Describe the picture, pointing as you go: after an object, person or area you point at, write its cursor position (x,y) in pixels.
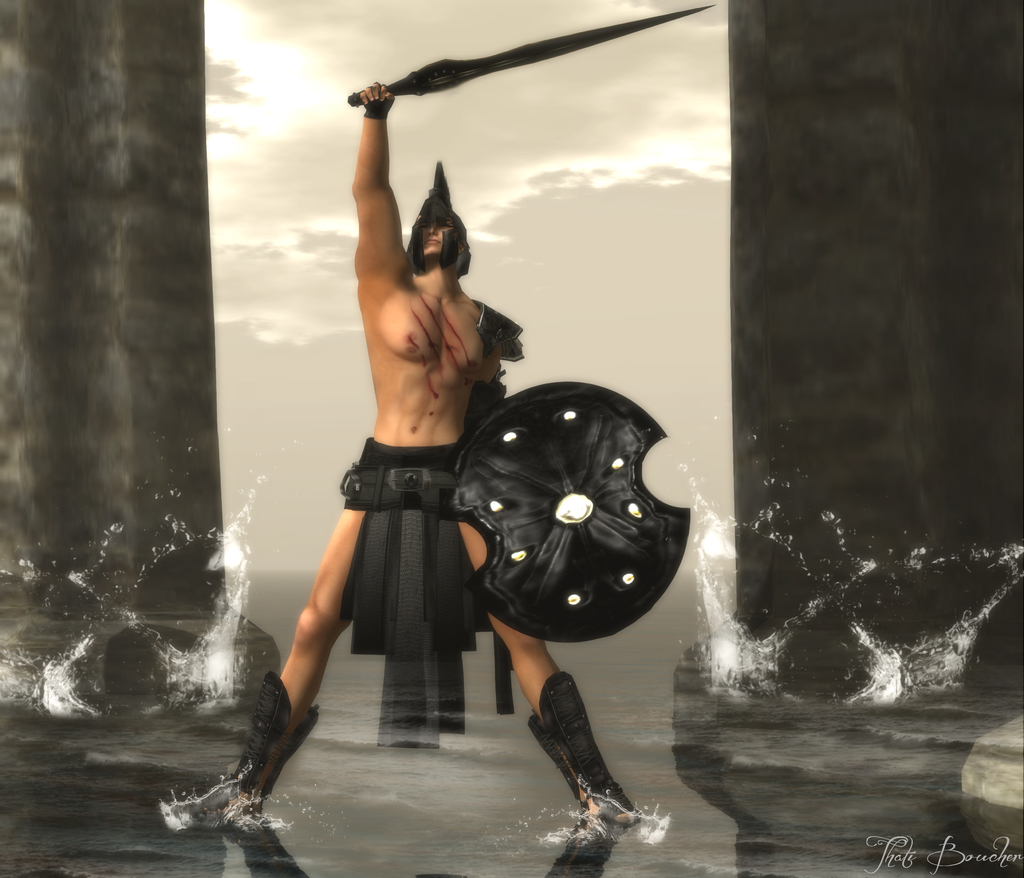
In this image I can see depiction of water (1,816) and depiction of a person (362,582) with shield (549,442) and with a sword (437,91). I can also see watermark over here.
